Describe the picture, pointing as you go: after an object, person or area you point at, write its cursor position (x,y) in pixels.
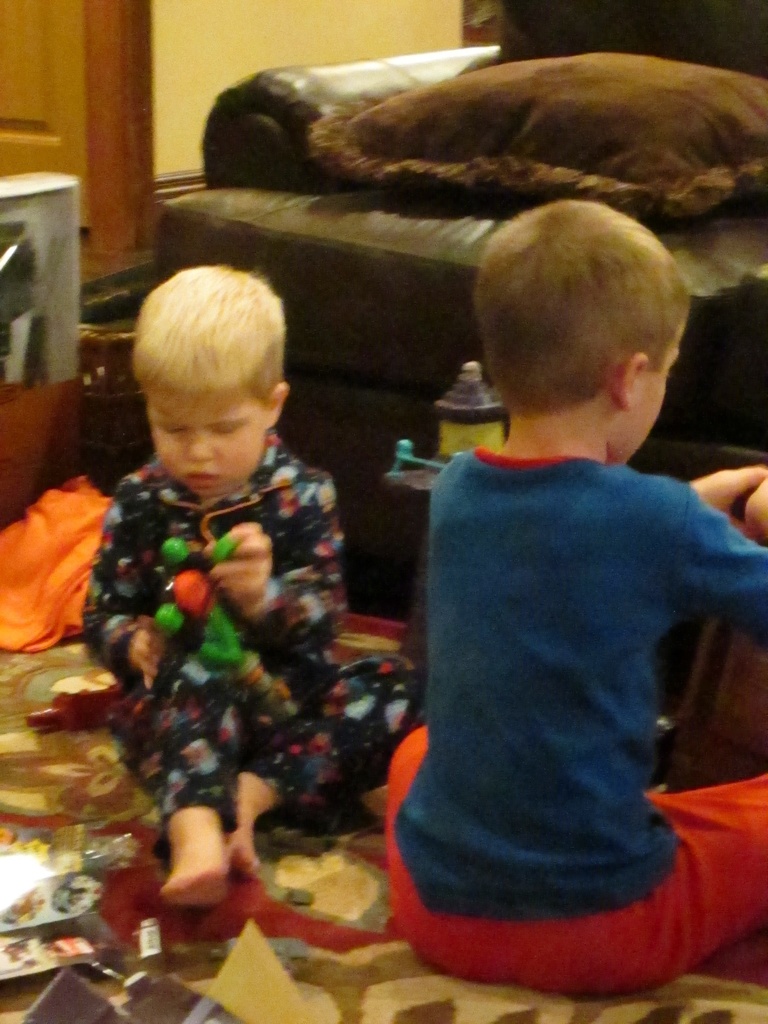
In this image we can see two kids (641,656) sitting on the floor (365,995). There are toys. In the background (397,346) there is a sofa (474,192) and we can see a cushion (616,97) placed on the sofa (416,406). On the left (7,99) there is a door (28,51) and we can see a wall (284,19).
